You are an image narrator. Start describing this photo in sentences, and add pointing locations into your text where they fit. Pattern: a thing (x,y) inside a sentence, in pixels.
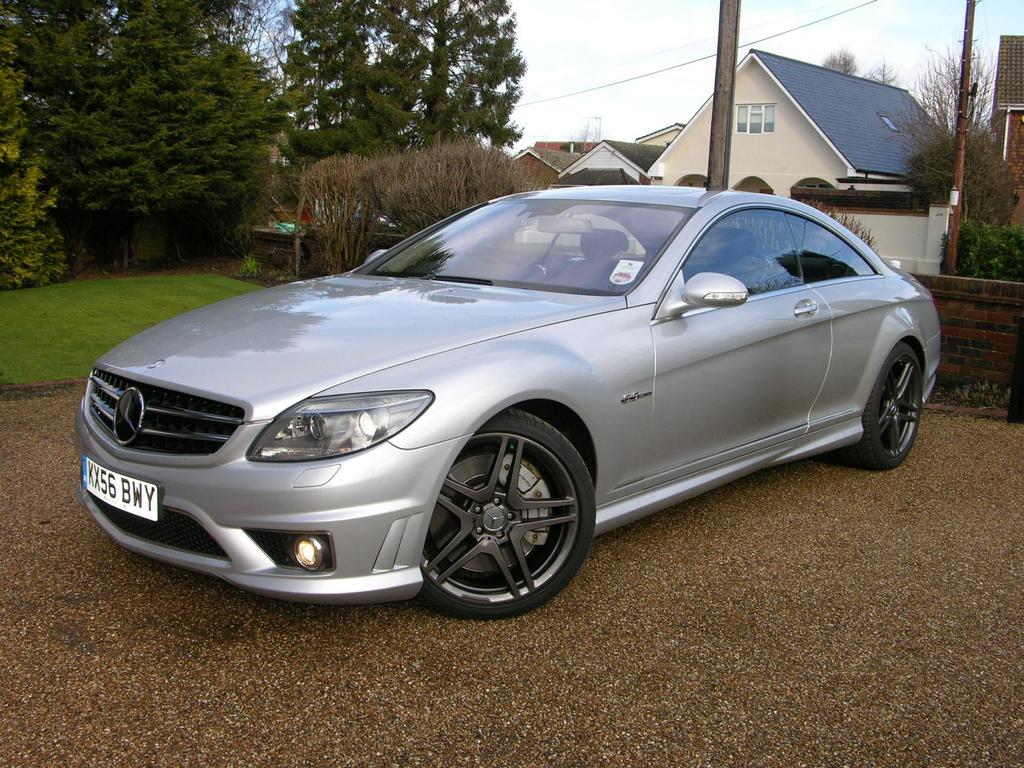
In the center of the image (583,504) we can see a vehicle (709,486) with number plate (138,488) parked on the ground (763,570). On the left side of the image (38,340) we can see the grass (135,301) and a group of trees (434,56). On the right side of the image (699,161) we can see buildings (842,175) with windows (773,125) and roofs (874,124), we can also see some plants (978,206) and poles (956,233). At the top of the image (615,27) we can see a cable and the sky (562,22).
